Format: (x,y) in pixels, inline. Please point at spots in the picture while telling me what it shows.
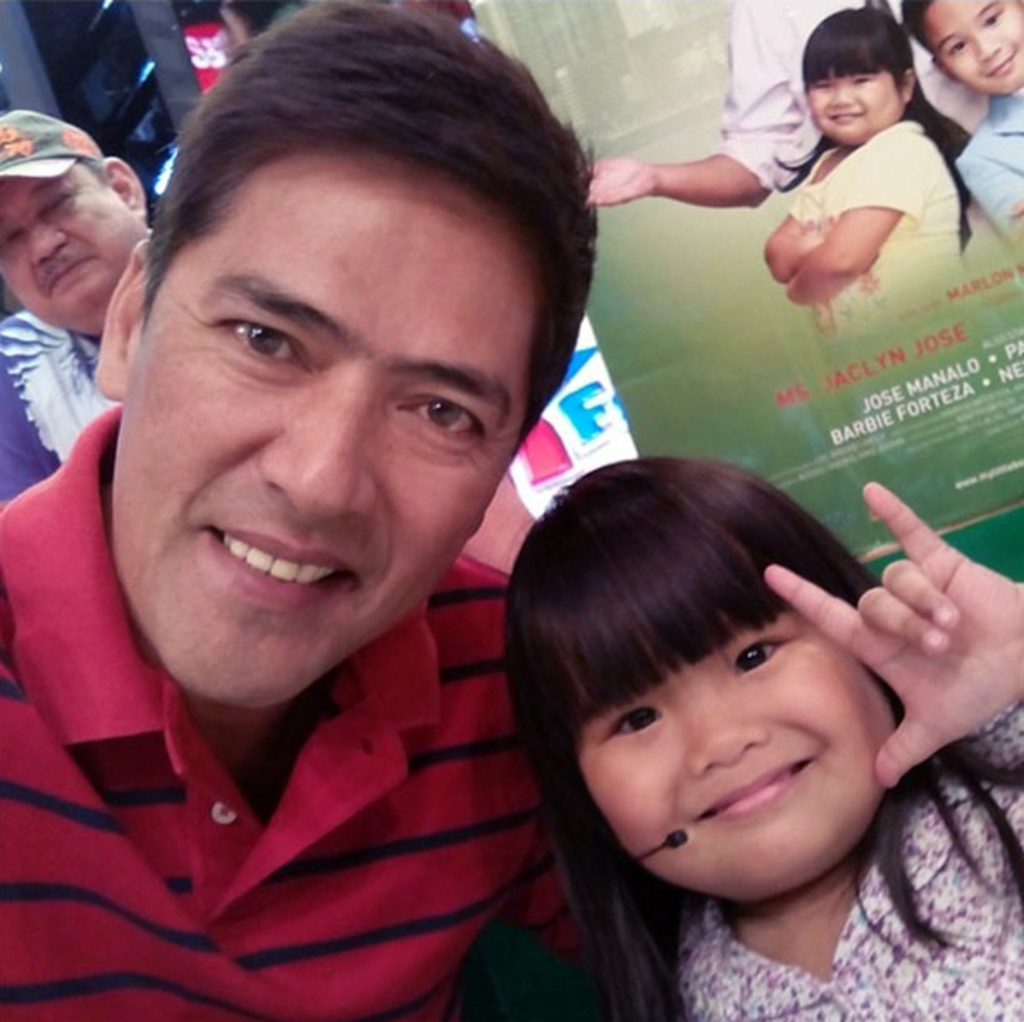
In the center of the image (377,348) we can see person (316,601) and a girl (588,739). In the background (548,28) we can see advertisement (746,88) and person (69,325).
